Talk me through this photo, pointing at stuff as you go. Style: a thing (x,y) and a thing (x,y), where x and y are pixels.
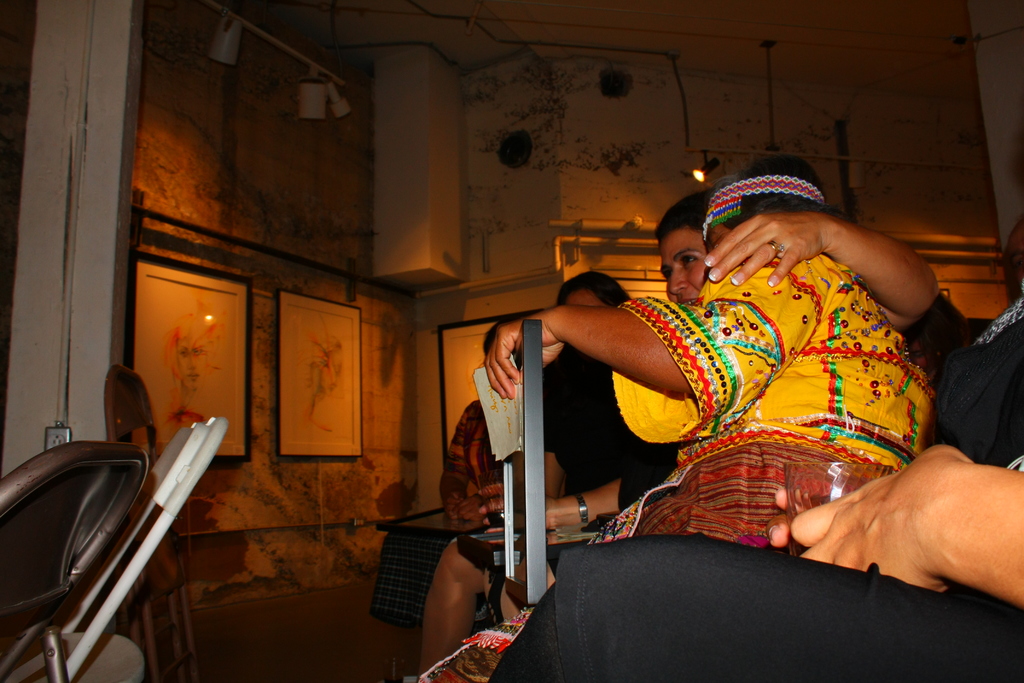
In this picture there is a woman (776,328) who is wearing yellow dress (792,358). Beside her we can see another woman (672,294) who is wearing black dress (665,448). At the bottom (659,639) there is a person's leg (996,636). In the background (472,397) we can see paintings (347,410) on the wall (420,400). At the top (452,156) there is a duct (423,123) and cable (405,46). In the bottom left corner (63,633) we can see the socket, chairs (120,456) and pillar (42,423).
